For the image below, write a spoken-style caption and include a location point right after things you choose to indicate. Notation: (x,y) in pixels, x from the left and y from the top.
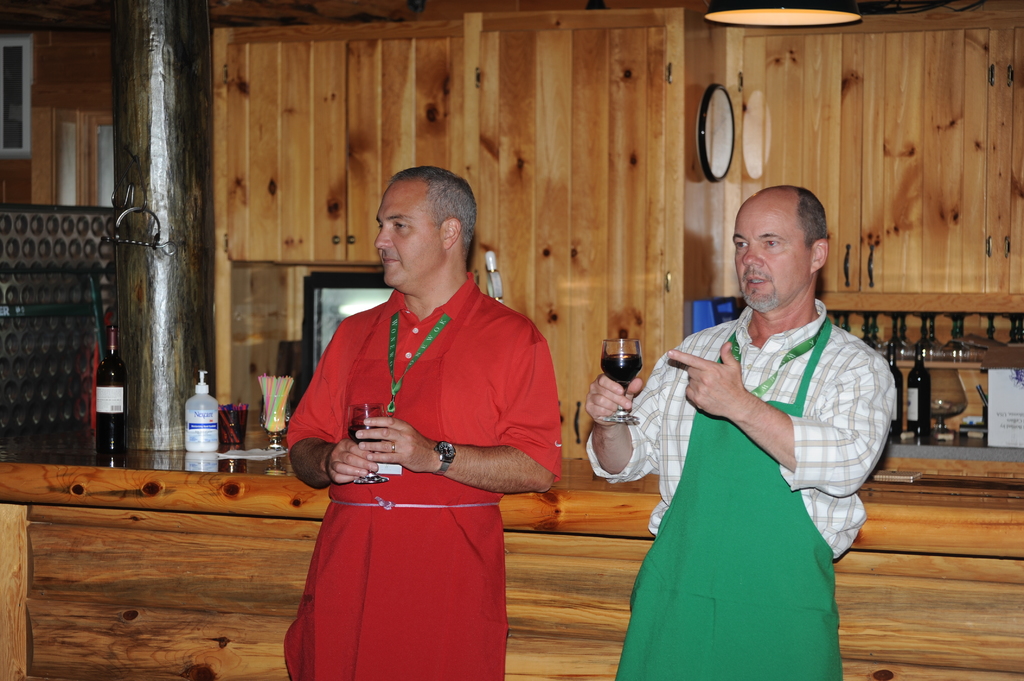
In this picture we can see two people (403,615), they are holding glasses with drinks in it and in the background (586,552) we can see a wooden platform (627,592), bottles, wooden wall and some objects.
